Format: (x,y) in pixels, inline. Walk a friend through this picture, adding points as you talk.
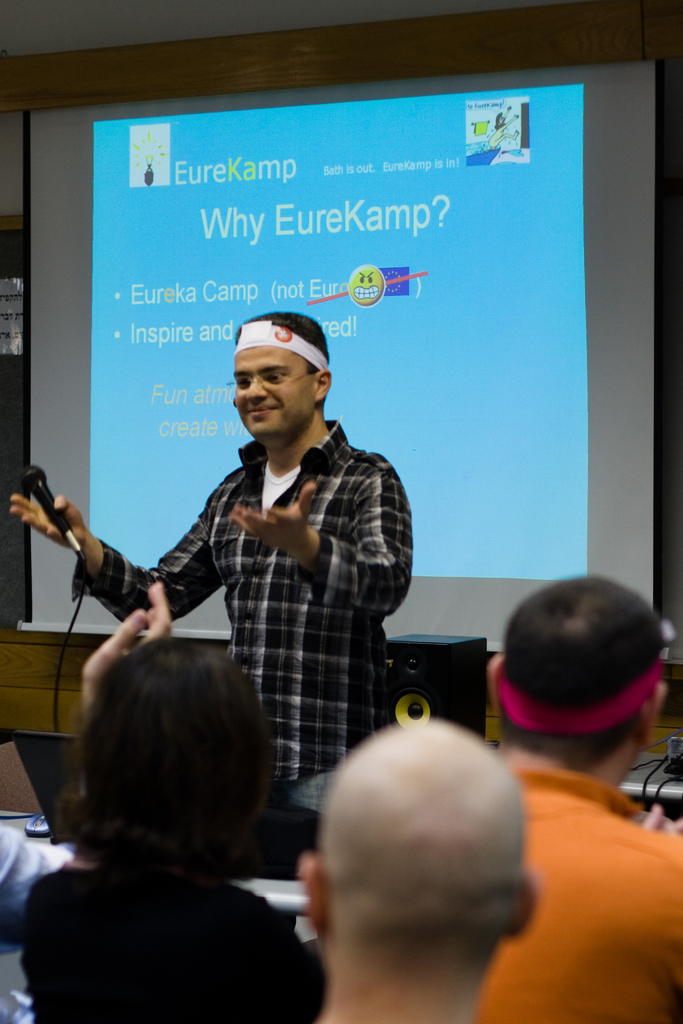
In this image there is a man (259,563) who is wearing a black shirt (330,588) is standing behind the white table (278,895). On the table (270,893) there is a laptop (49,761) and a mouse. And he is holding a black mic (36,491). On his back side there is a black speaker (427,664) and a projector screen (472,348). On the bottom right corner (610,773) there is a man (562,862) who is wearing a orange color t-shirt (638,901). Here we can see a bald person (456,970). There is a woman (236,786) who is wearing black shirt (115,990).
